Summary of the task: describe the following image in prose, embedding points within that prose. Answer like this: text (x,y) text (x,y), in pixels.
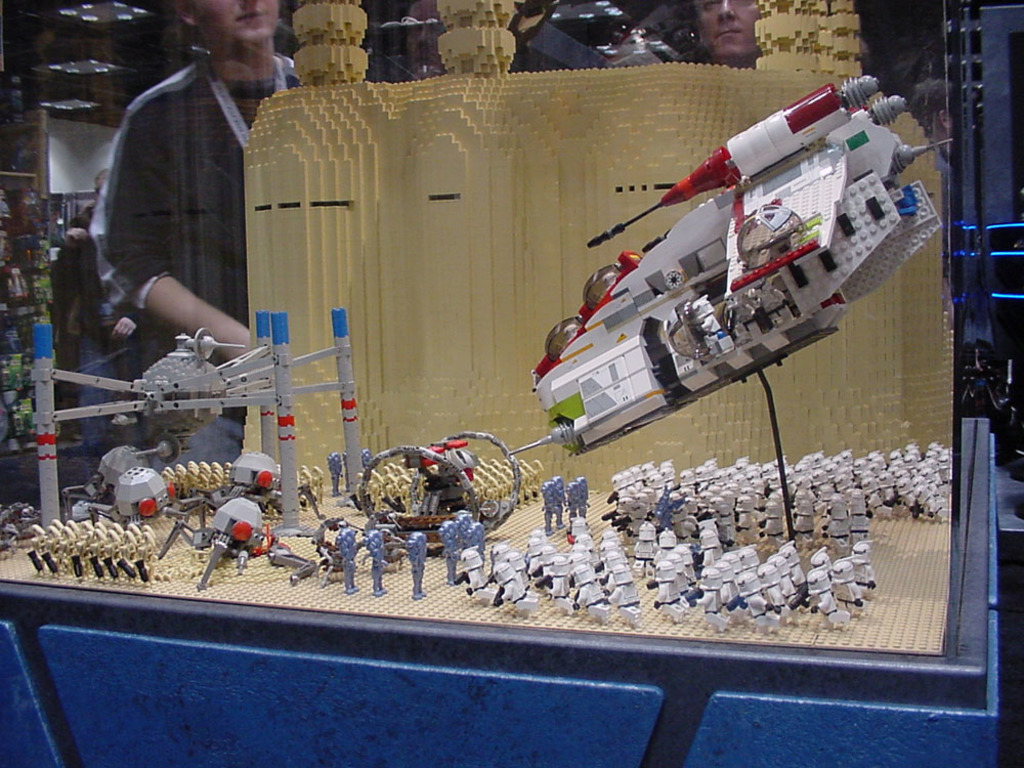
This is a model (486,427) made with blocks (514,470). There are soldiers (552,562), war weapons (409,453), tankers (270,467) and some other machines (588,405). In the back (165,161) there is a person (171,237) standing wearing a tag (233,126).
